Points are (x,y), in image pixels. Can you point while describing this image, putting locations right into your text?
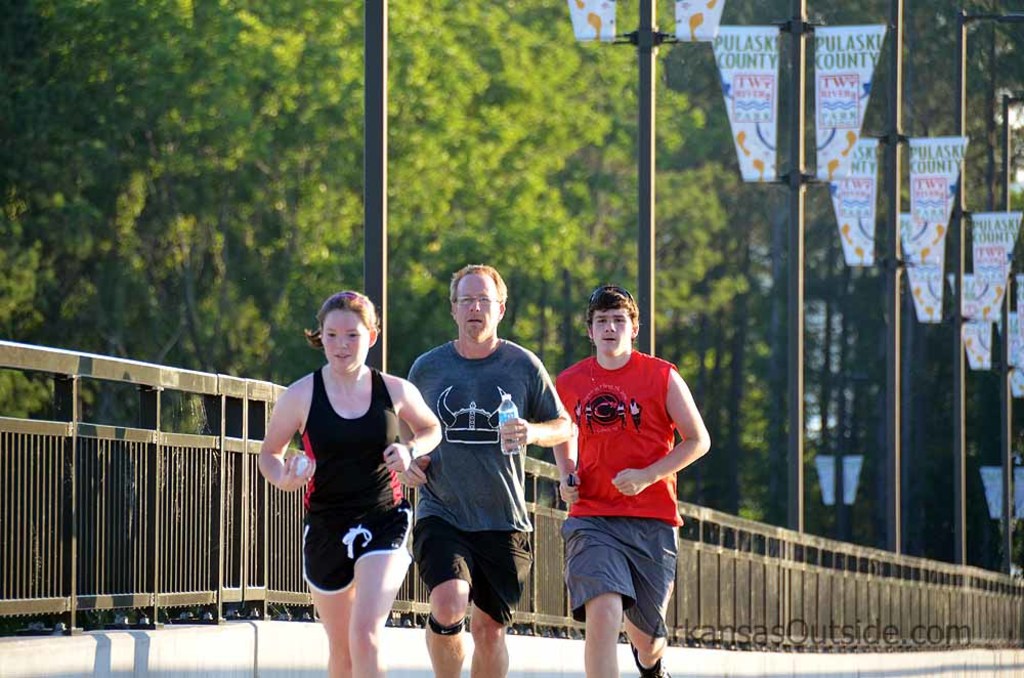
In the center of the image (372,395) we can see three people (466,598) running. The man (518,593) standing in the center (507,423) is holding a bottle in his hand (513,428). On the left (121,561) there is a fence (287,557) and there are poles (805,103). We can see boards (755,86). In the background (593,170) there are trees (265,33).
